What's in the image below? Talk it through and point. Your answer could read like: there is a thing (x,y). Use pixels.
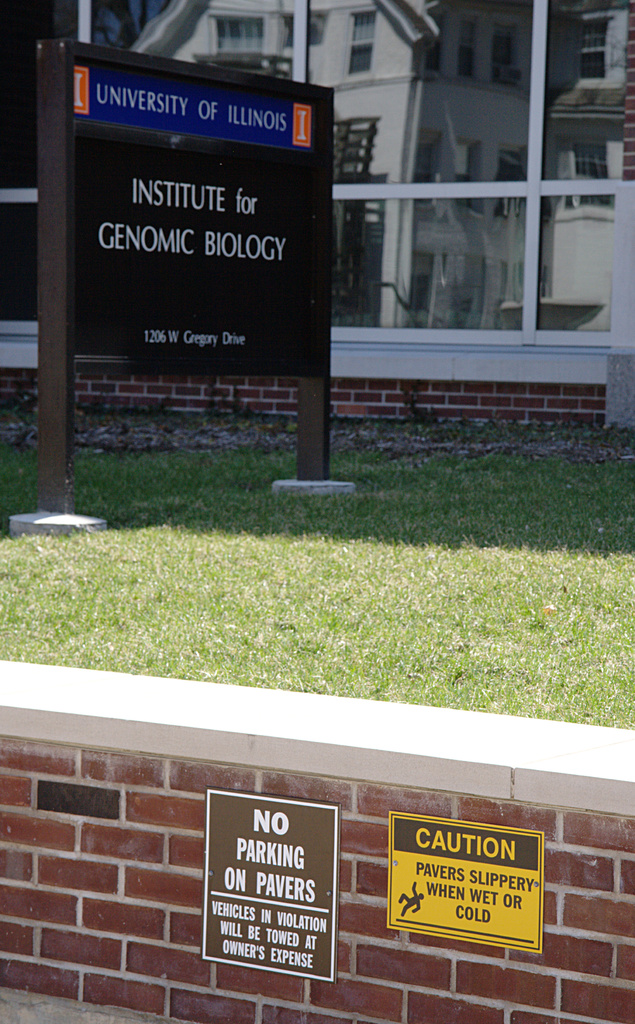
At the bottom of the image (250,878) we can see the wall (382,862) and boards (500,845). In the middle of the image (332,598) we can see the ground (168,498), board (265,257). At the top of the image (344,304) we can see the wall (490,388), glass (341,150), through glass (379,62) we can see the reflection (398,169) of the buildings (568,173).
